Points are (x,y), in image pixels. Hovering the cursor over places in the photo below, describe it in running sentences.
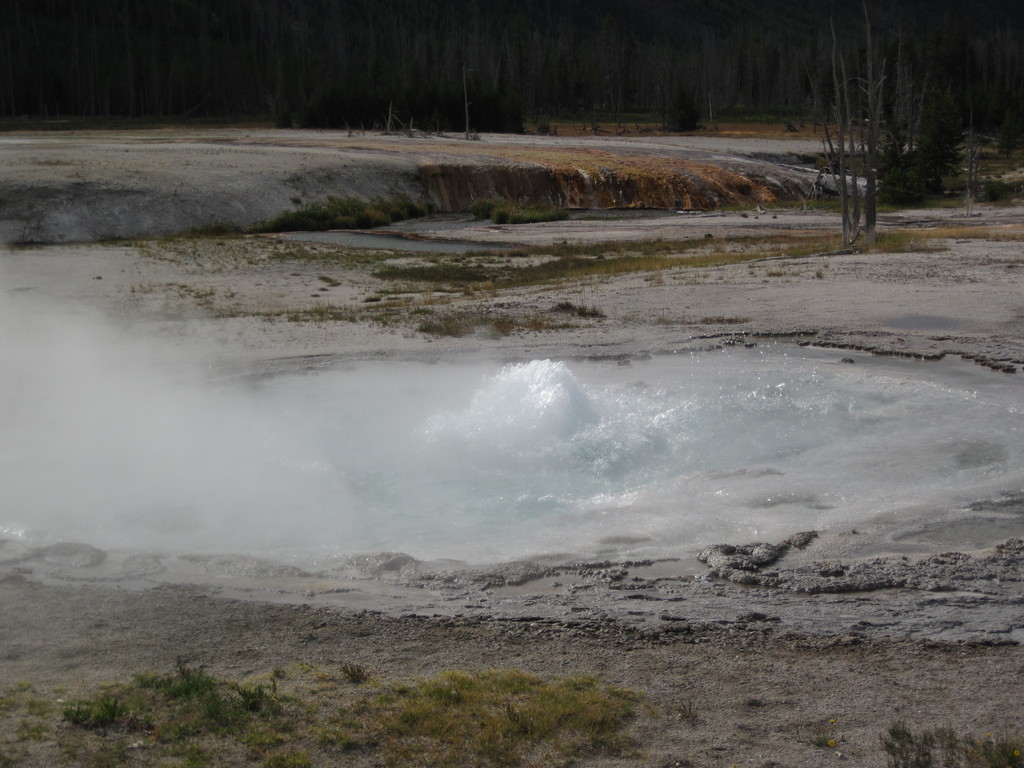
Here we can see grass (489,678) and water (529,400). In the background (896,148) we can see dried trees (796,102) and it is dark.
